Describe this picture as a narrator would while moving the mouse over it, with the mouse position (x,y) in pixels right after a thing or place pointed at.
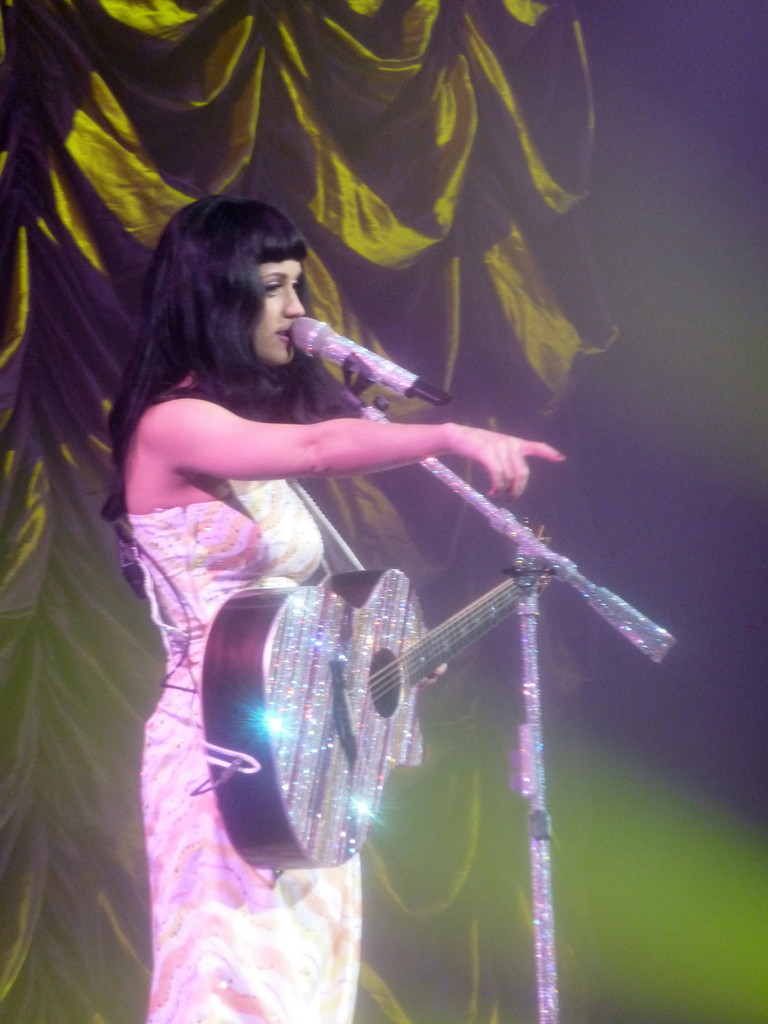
In this image, there is a lady (300,1011) standing and singing in front of the mike (322,326) and holding a guitar (306,599). In the backside of the image (347,209), there is a curtain (549,93) which is light green in color and dark blue in color. At the bottom of the image (643,793), focus light (703,887) is visible. It looks as if the image is taken inside the hall (690,144).
